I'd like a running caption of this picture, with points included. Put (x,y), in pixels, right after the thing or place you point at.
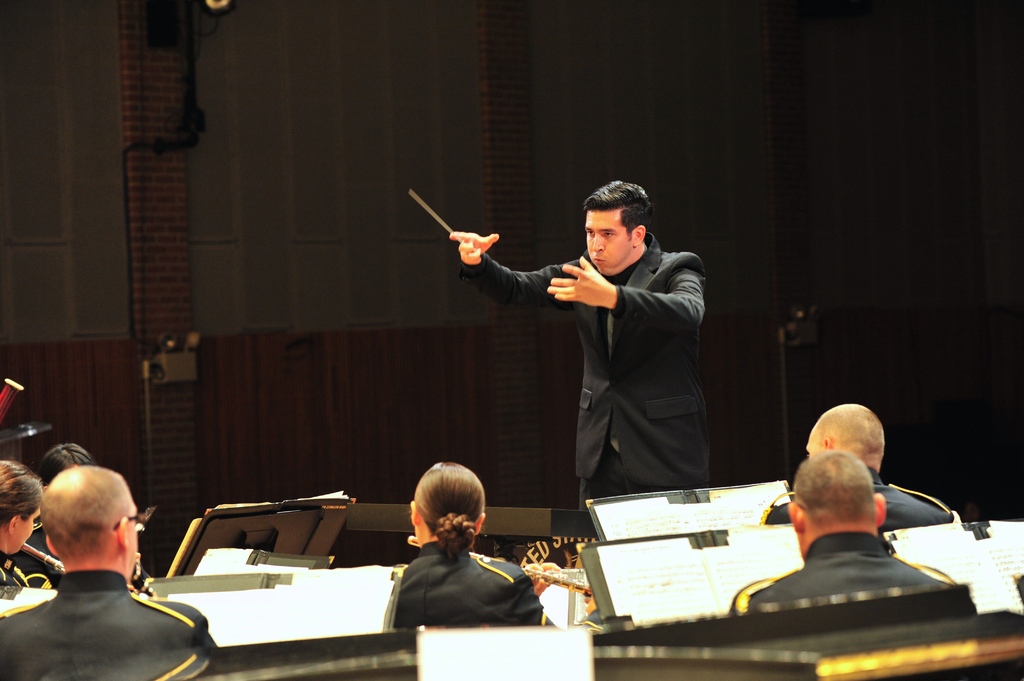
In the picture I can see a person (662,336) wearing black suit (667,316) is standing and holding a stick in his hand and there are few people (194,659) sitting in front of them and there is a book (616,598) placed on a stand (603,582) in front of them.
